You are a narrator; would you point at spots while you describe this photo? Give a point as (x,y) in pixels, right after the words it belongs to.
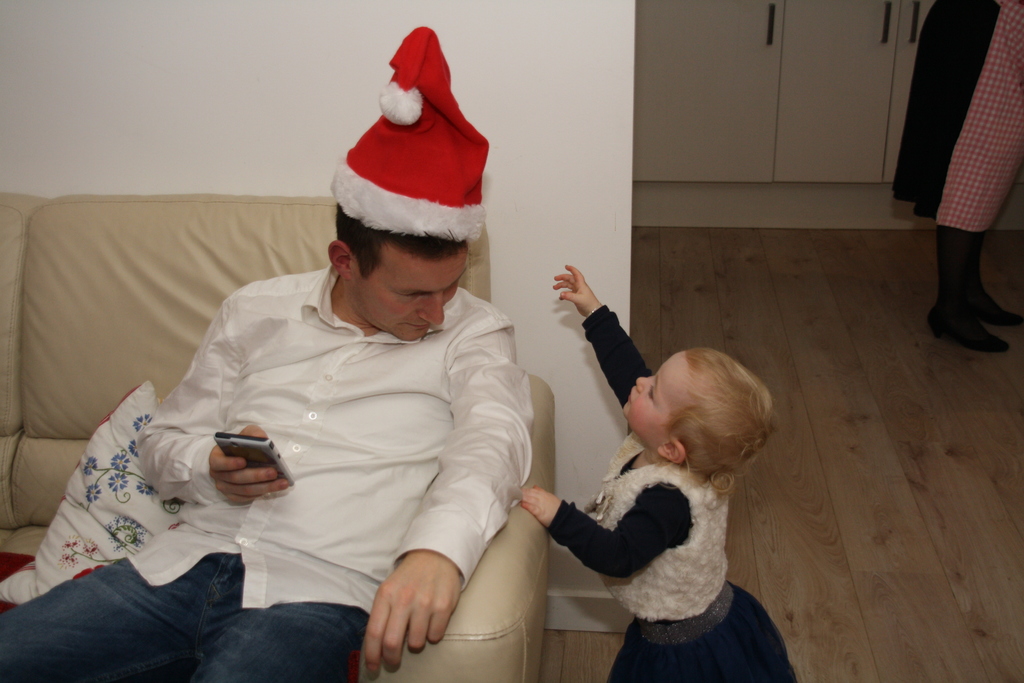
This picture is clicked inside. On the left (303,427) there is a man (351,356) wearing white color shirt (386,376), holding a mobile phone (256,456) and sitting on the couch (468,593) and there is a toddler (675,507) standing on the ground (770,542). In the background (873,83) we can see the wooden cabinet (834,74) and a person (970,301) standing on the ground (943,347) and we can see the wall (152,60).
